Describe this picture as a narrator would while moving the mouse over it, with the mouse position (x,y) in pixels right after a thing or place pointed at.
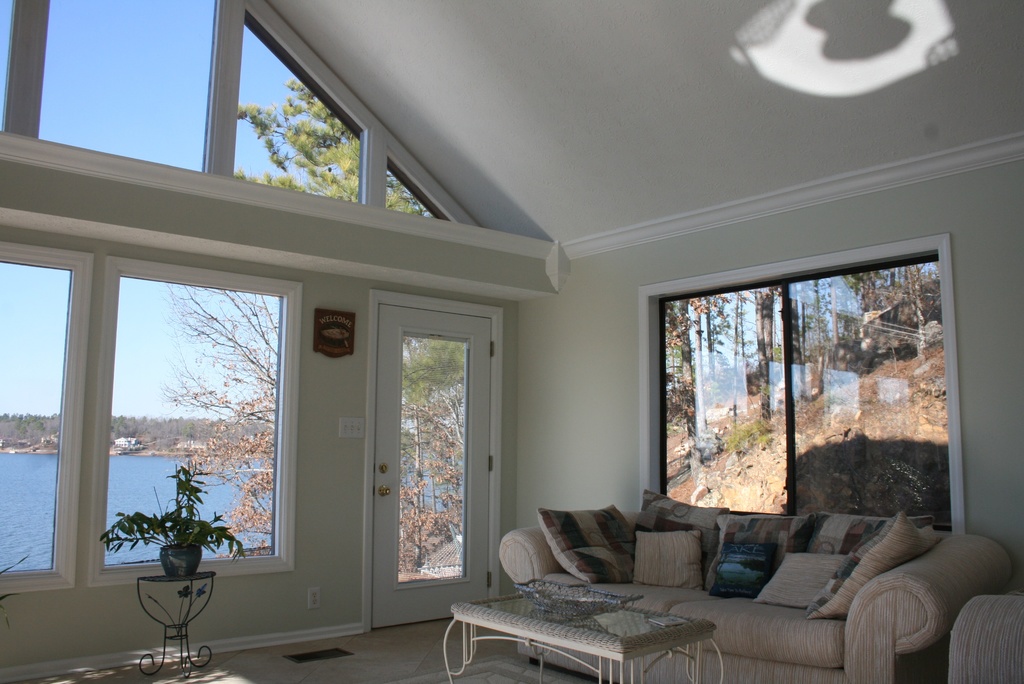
In this image, we can see sofa (872,610), pillows (727,571), cushions (709,567). At the center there is a table (569,631) few items (570,612) are placed on it. Left side (188,575), there is a plant (180,565) and stool (181,633). Background (404,509), there is a white door (384,515), glass windows (817,409) on right side (700,410) and left side (151,436). Outside, there is a water (150,481) and some trees (244,441), sky (157,361) we can see.
